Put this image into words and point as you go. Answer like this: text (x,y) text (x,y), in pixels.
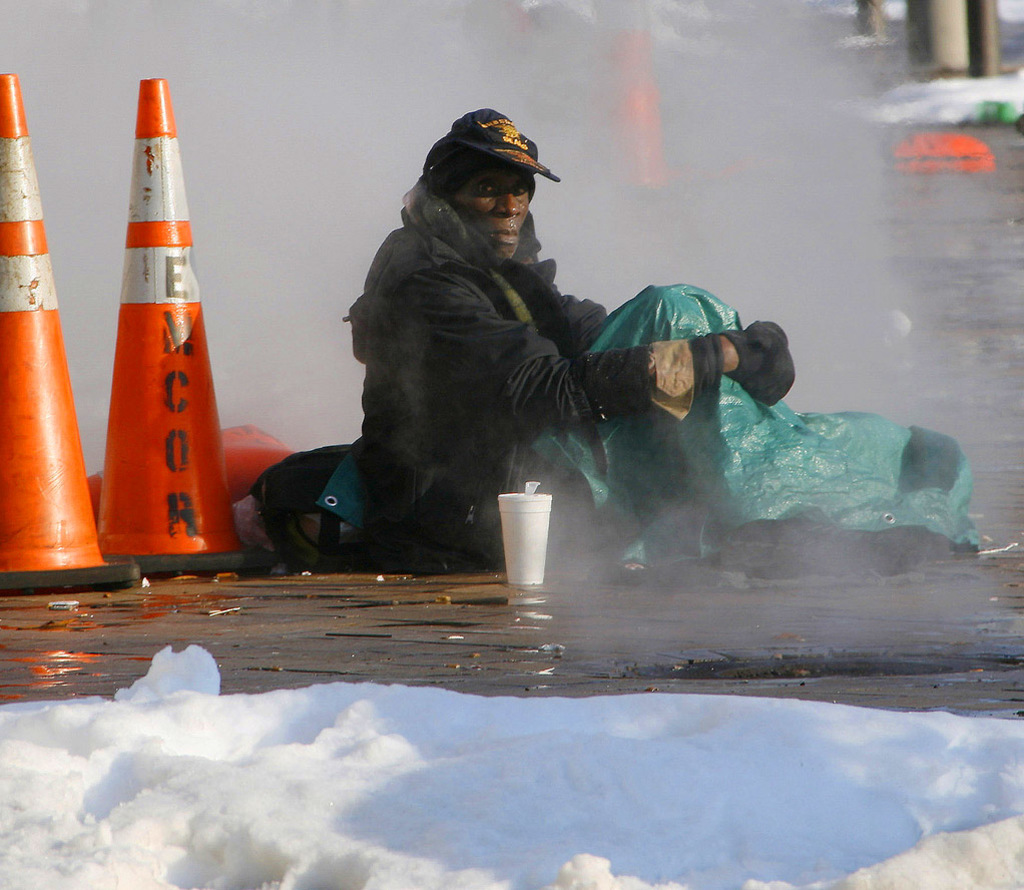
In this image we can see a person (594,362) sitting on the road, beside him there is a glass (511,513), behind him there are some cones (170,464), there is a blanket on the person (518,441), and he is wearing a cap (500,158), the background (913,28) is blurred.
